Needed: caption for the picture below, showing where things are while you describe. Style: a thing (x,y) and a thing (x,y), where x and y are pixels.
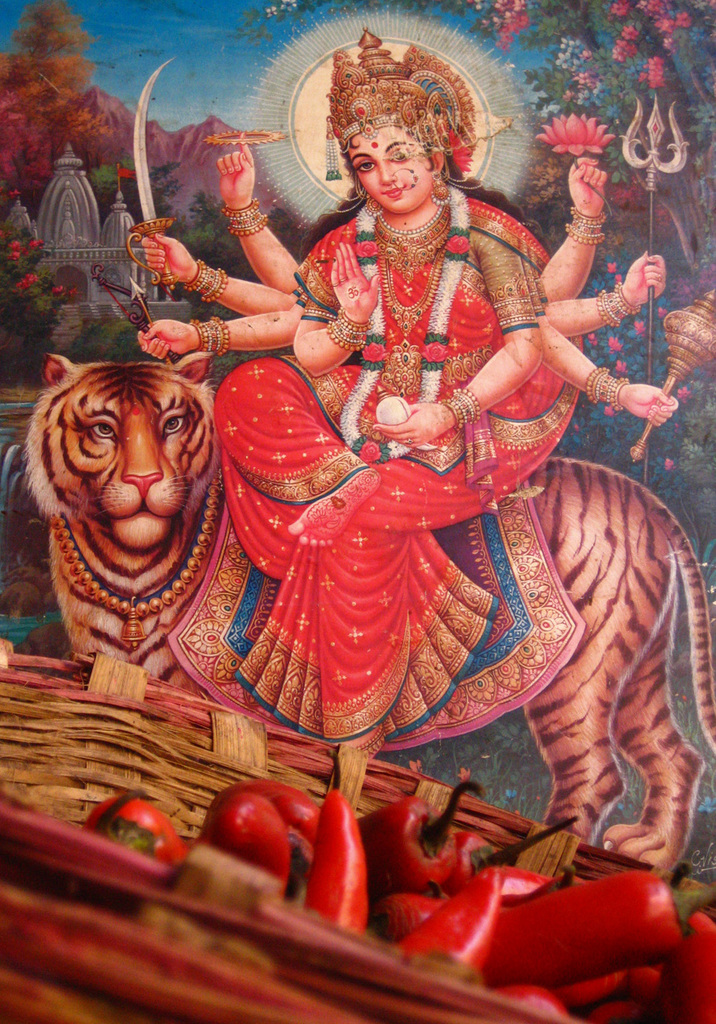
In this image we can see goddess durga (382,618) sitting on the tiger (173,459) holding some weapons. On the bottom of the image (372,837) we can see some chilies (274,863) in a basket (203,910).
